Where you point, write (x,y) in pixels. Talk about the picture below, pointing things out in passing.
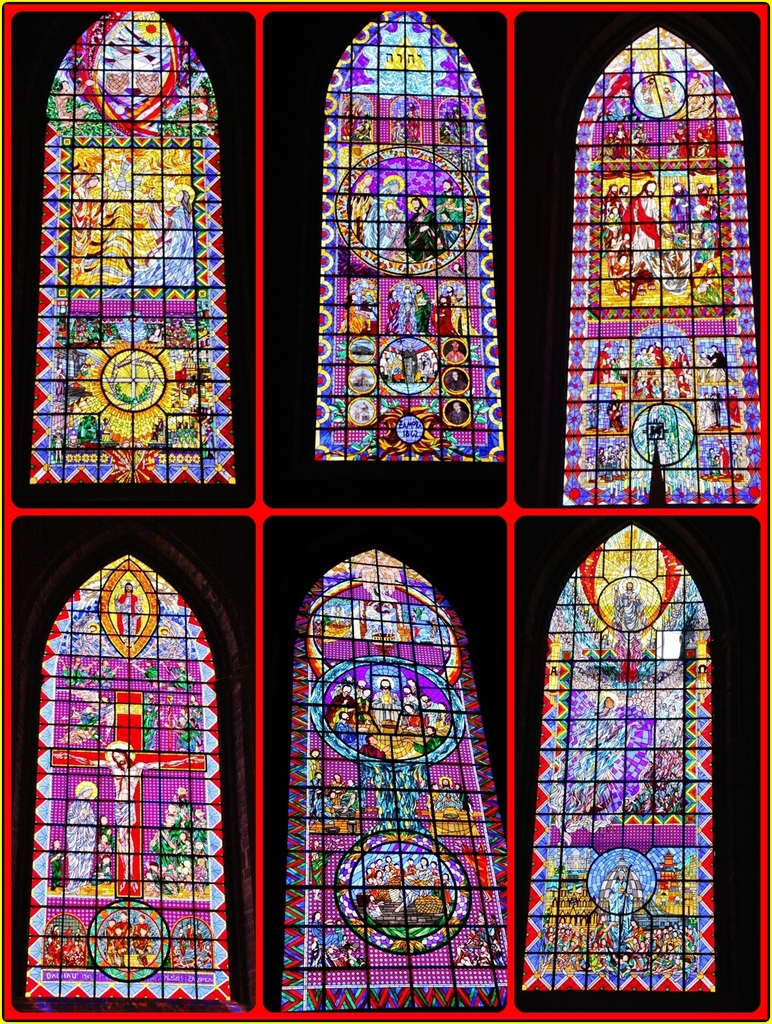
In this image we can see a collage of pictures of stained glass (118,782).
